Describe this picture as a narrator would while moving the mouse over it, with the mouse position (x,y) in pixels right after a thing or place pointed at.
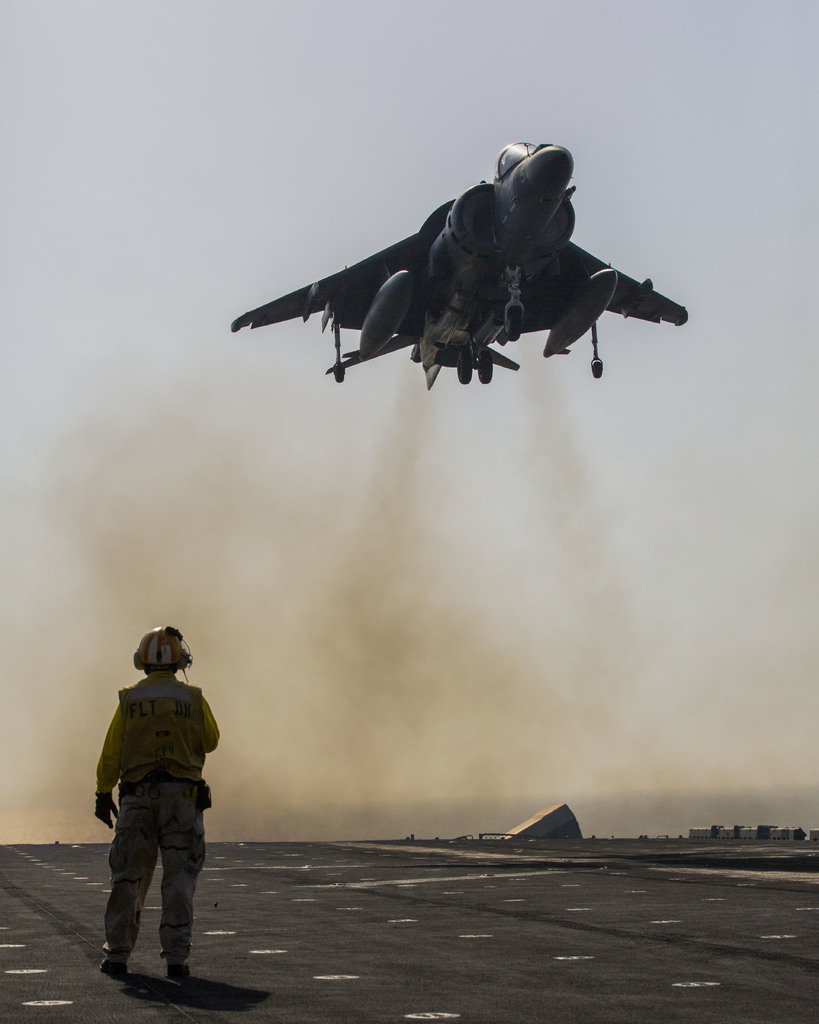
There is a man (148,795) standing on the deck (289,923) and wore helmet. We can see airplane (550,316) in the air (266,115) and we can see smoke (325,523). We can see sky (389,139).
